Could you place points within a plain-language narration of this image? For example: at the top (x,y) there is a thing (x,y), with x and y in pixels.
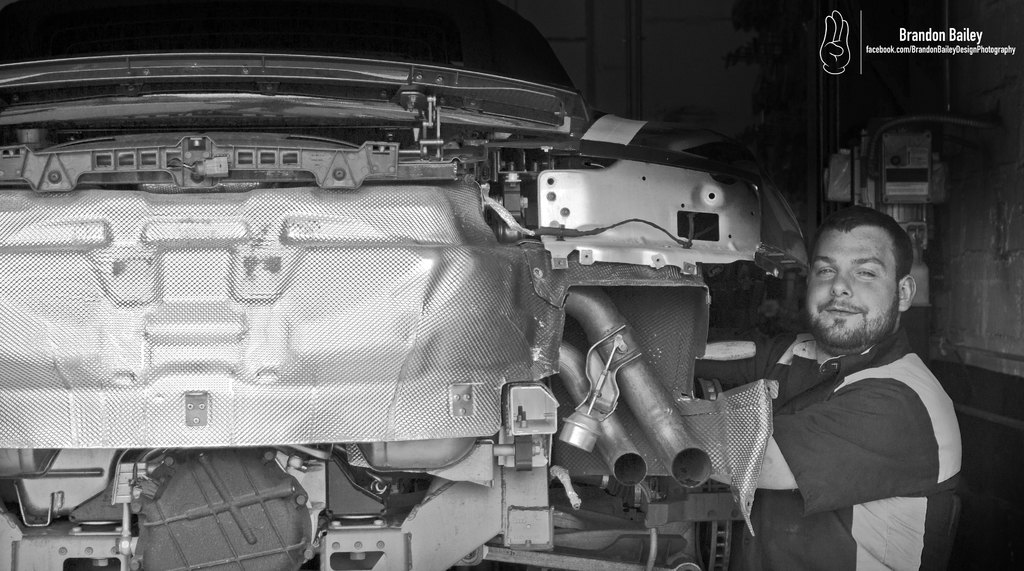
There is a man (850,433) standing and smiling and we can see vehicle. Background (631,47) it is dark and we can see object (871,180) and wall (661,90).
